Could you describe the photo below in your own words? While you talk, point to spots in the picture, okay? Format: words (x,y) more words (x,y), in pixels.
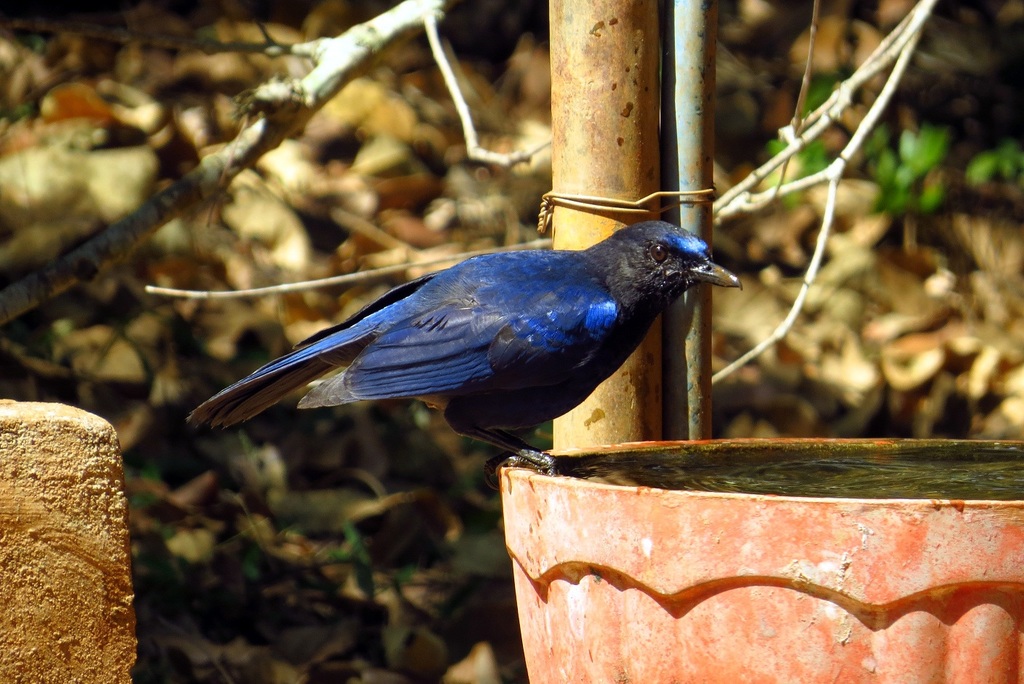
There is one bird (603,278) and a pole (645,183) is present in the middle of this image (652,356). It seems like there are leaves (274,184) and stems (324,82) are present in the background (306,135).
